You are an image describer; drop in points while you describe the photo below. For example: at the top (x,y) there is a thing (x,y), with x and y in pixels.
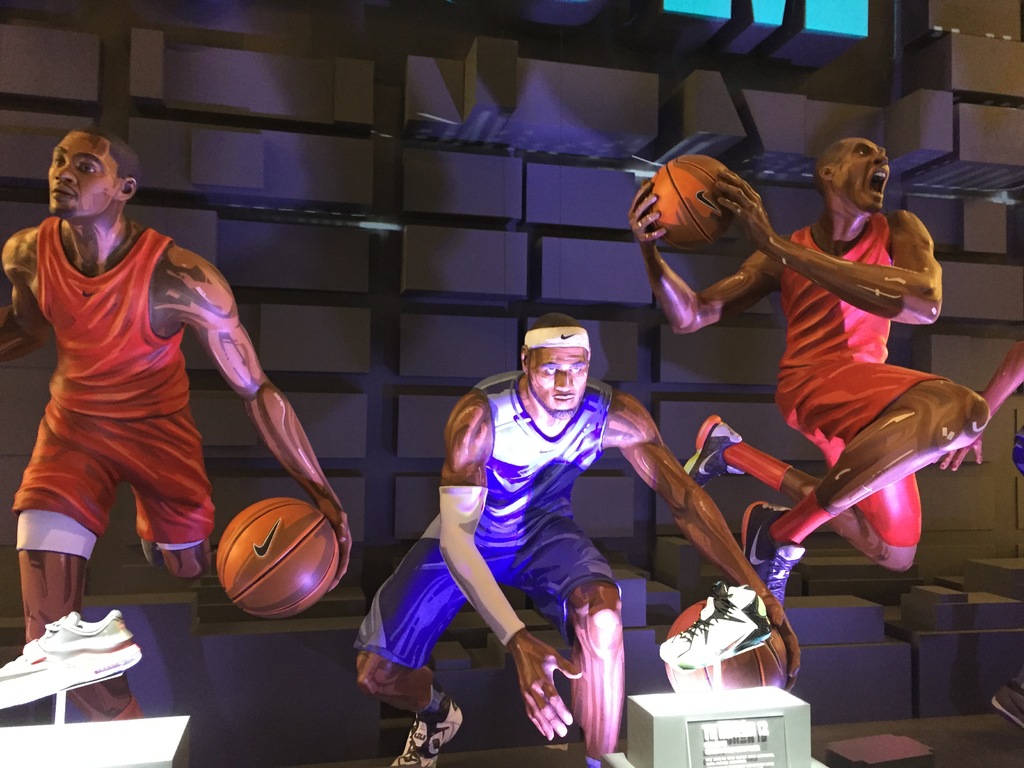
As we can see in the image there are statues (535,400), shoes (67,652), balls (681,616) and a wall (396,270).
